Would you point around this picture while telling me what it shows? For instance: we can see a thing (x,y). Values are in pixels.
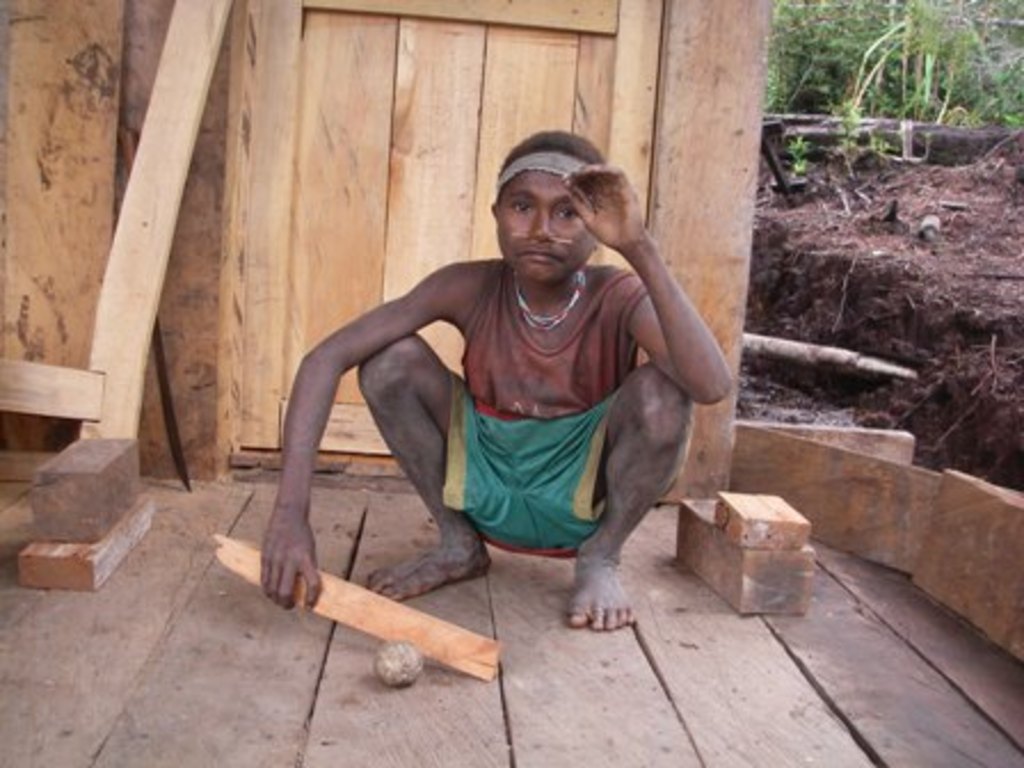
In this image I can see a person (622,400) is holding wooden stick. Back I can see the green grass (908,83), mud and wooden objects (354,165).
